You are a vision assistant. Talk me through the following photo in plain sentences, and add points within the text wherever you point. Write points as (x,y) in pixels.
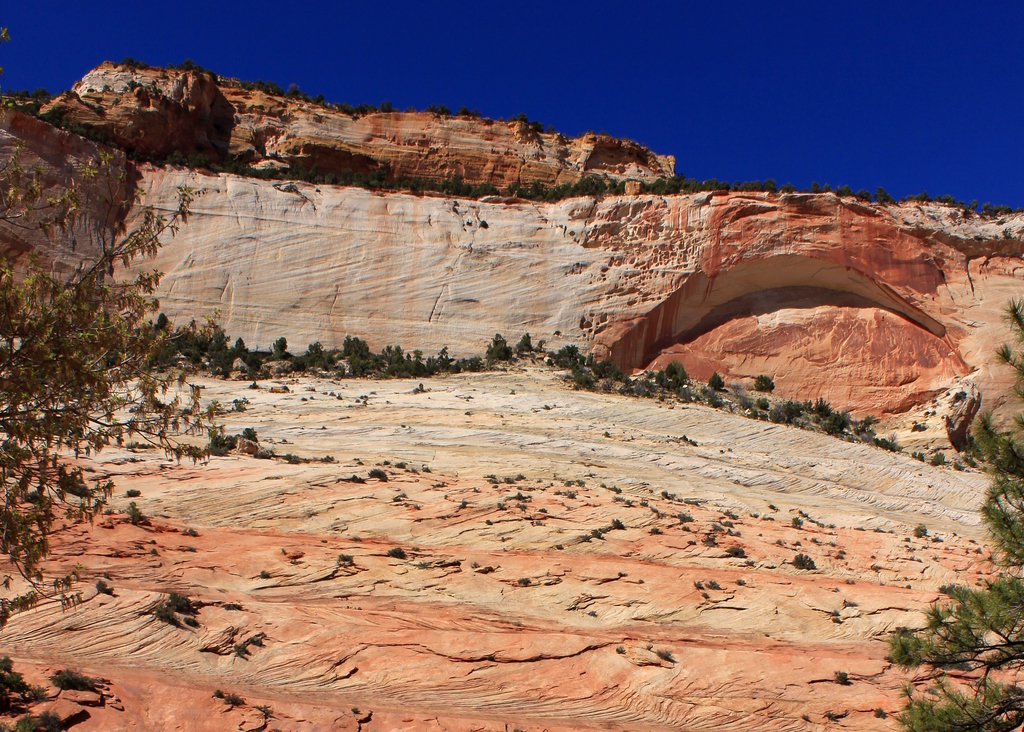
In this image there are trees (64,286), rocky hills (416,270) and a sky (798,179).
